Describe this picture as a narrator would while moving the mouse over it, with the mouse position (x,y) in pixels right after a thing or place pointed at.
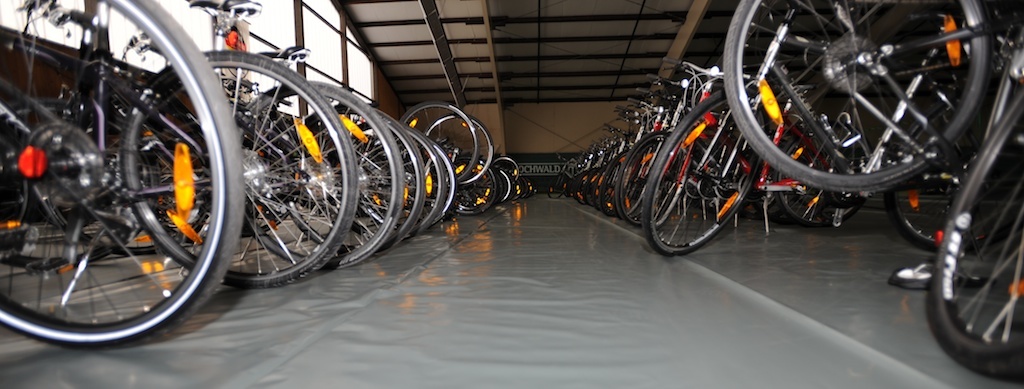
In this image we can see the bicycles (642,131). We can also see the wall (537,124), text board (547,165), windows (288,36) and also the roof (557,50) for shelter. At the bottom (510,312) we can see the floor (598,293).
